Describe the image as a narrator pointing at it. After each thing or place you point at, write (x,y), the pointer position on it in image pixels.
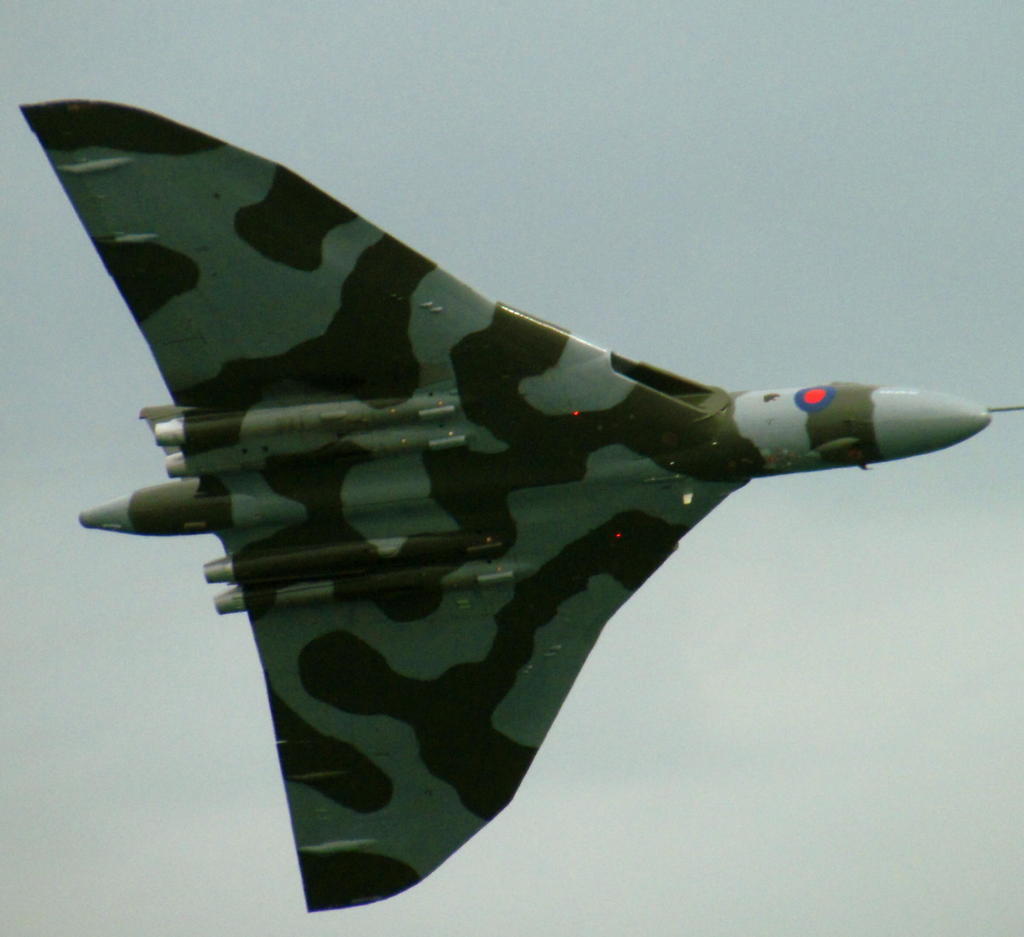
There is an aircraft (272,520) flying in the air (883,848). In the background (878,820), there is sky (832,594).
